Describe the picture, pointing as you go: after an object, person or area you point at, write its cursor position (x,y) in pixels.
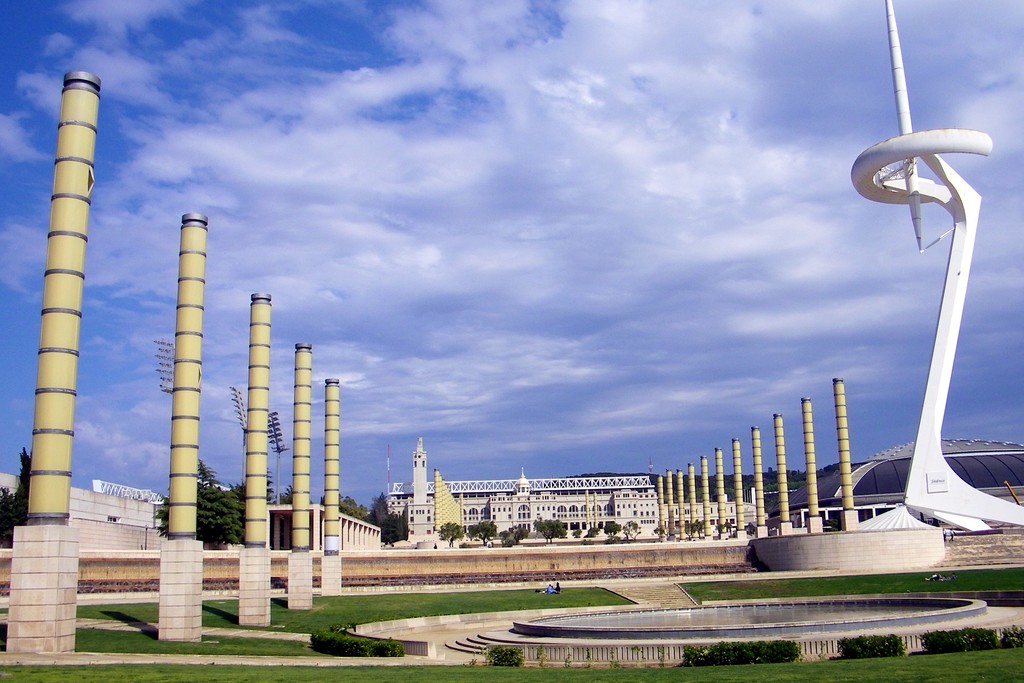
In this image there is a statue (958,506). Bottom of the image (450,578) there is a wall (836,644). There are plants (364,642) on the grassland (685,673). There are pillars (56,589) on the grassland (365,604). There are trees (405,514) and buildings (636,502). Top of the image (513,140) there is sky (572,124), having clouds (653,220).
